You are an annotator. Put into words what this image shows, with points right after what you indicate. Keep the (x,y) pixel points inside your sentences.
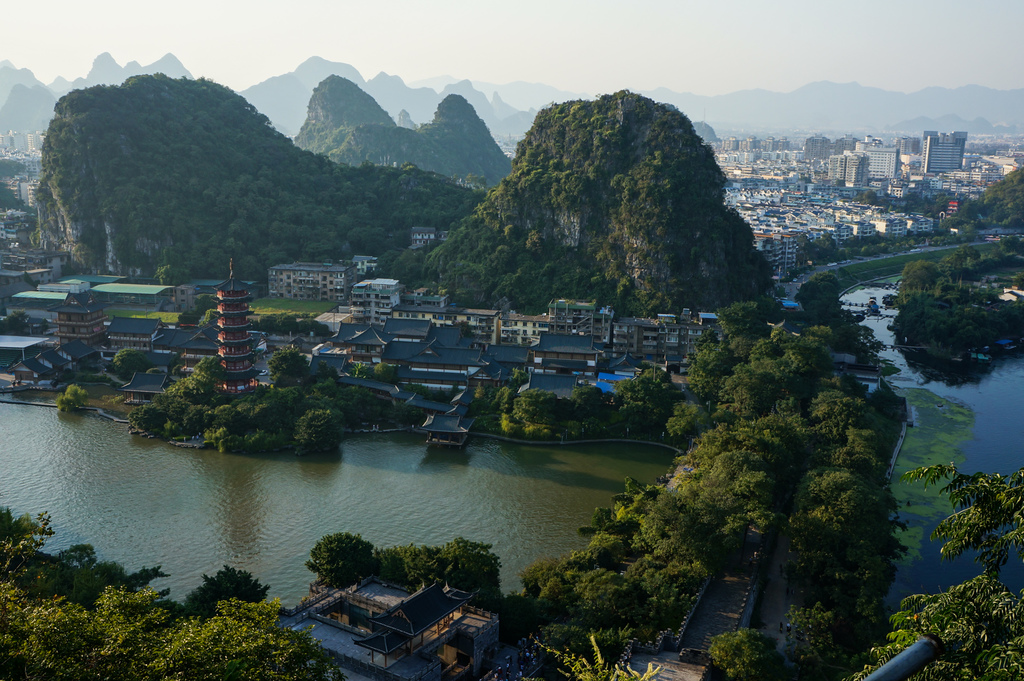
In this image, in the middle (556,371) there are buildings (551,353), trees (629,488), hills (541,207), water (495,487), road (904,253), grass (887,270), sky (873,21).
